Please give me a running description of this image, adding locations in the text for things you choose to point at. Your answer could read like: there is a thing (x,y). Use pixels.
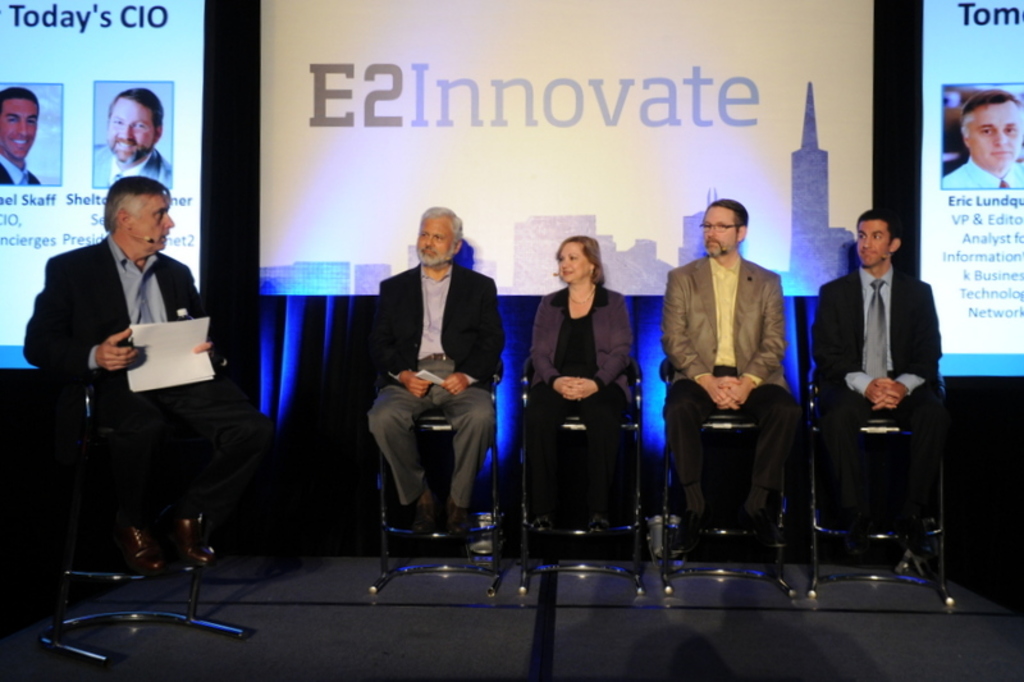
In this image we can see people (214,365) sitting on chairs (440,420). In the background of the image (81,1) there are screens (42,60). At the bottom of the image (559,612) there is floor (503,626).
